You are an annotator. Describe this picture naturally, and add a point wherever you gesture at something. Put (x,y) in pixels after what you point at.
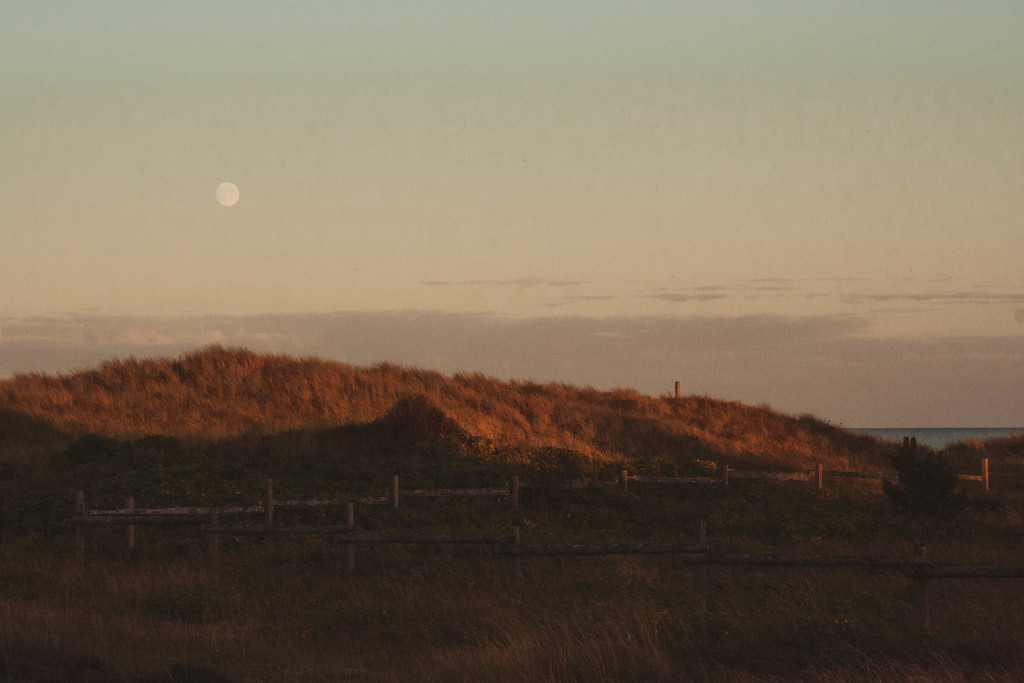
In this image, It looks like a wooden fence (517,502). I can see the grass (528,584). I think this is the moon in the sky (257,187).
